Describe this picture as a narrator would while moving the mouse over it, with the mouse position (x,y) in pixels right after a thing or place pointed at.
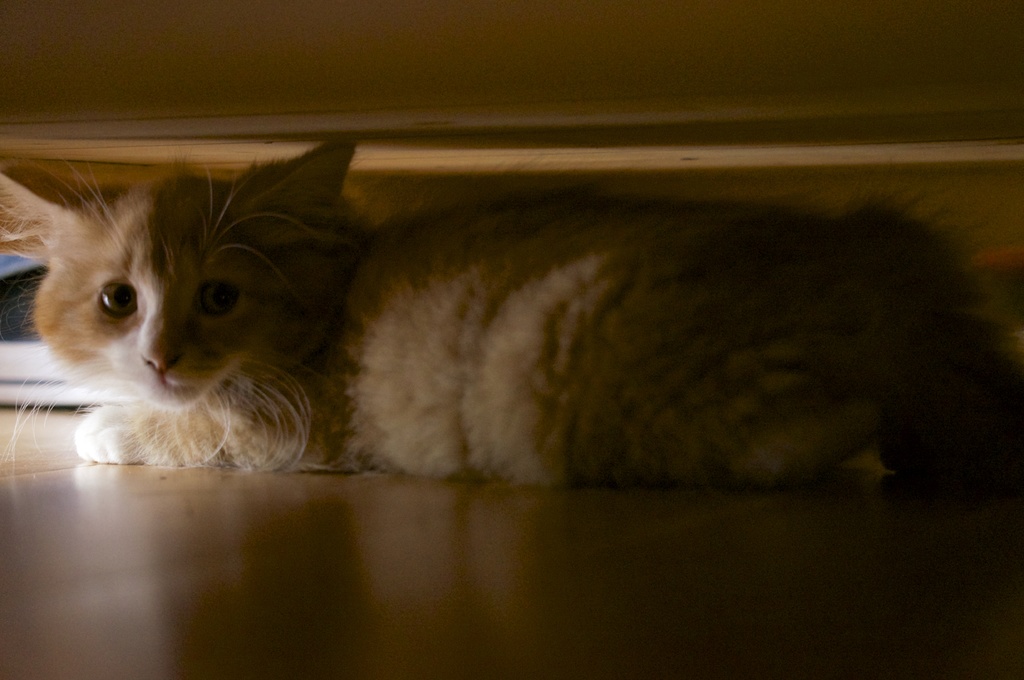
In this image, we can see a cat (376,392) is laying on the surface (449,570). Top of the image (490,134), we can see an object (617,43). On the left side of the image (44,354), we can see white color.
